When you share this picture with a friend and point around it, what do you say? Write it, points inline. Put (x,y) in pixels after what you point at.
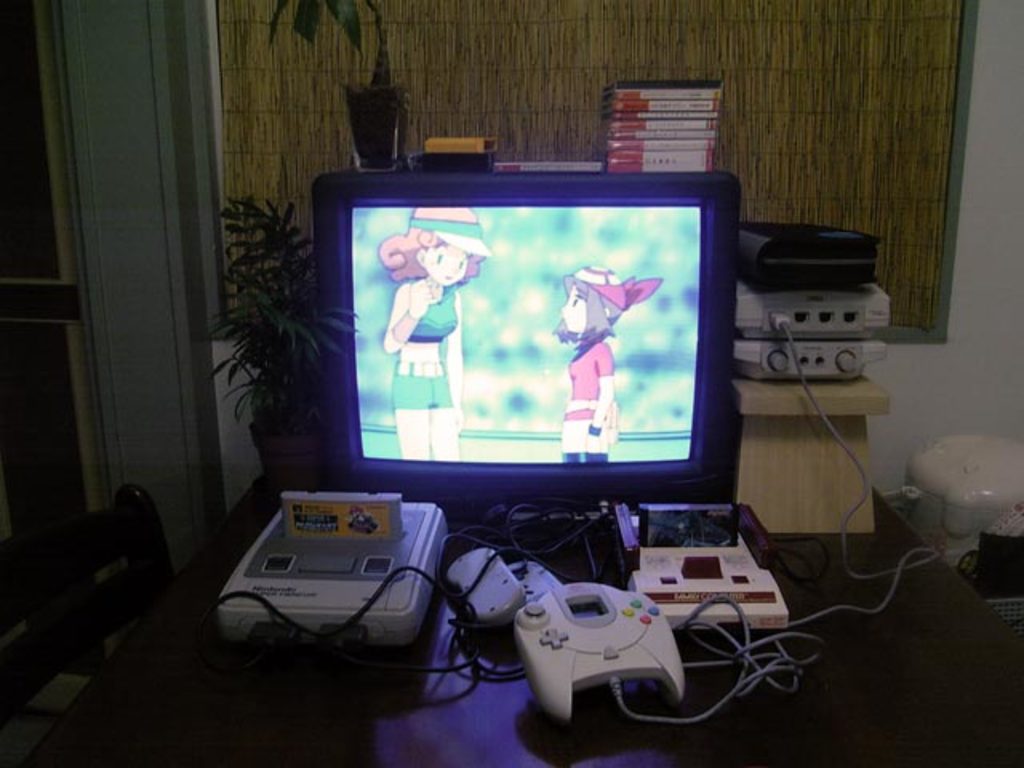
This looks like a television (418,367) with the display (573,264), joysticks (527,582) and an electronic devices (683,546) are placed on the table (880,647). This looks like a houseplant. On the right side of the image (955,466), that looks like a stool (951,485). I think this is a chair (110,546). These are the DVDs (650,147) and a house plant (389,93), which are placed above the television (616,178).
